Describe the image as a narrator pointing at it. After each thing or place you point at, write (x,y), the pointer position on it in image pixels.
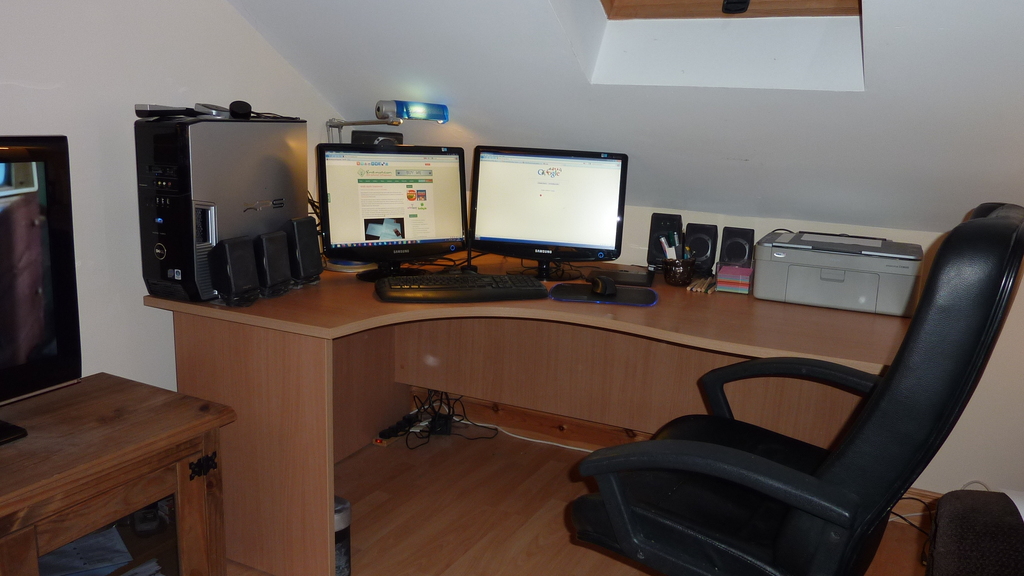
In this picture there is a table (569,408) which has two desktops (502,206), keyboard (499,285), mouse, printer (828,257), speakers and some other objects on it and there is a chair (778,436) in the right corner (751,441) and there is another table (111,452) which has a television (57,343) placed on it in the left corner (57,362).
